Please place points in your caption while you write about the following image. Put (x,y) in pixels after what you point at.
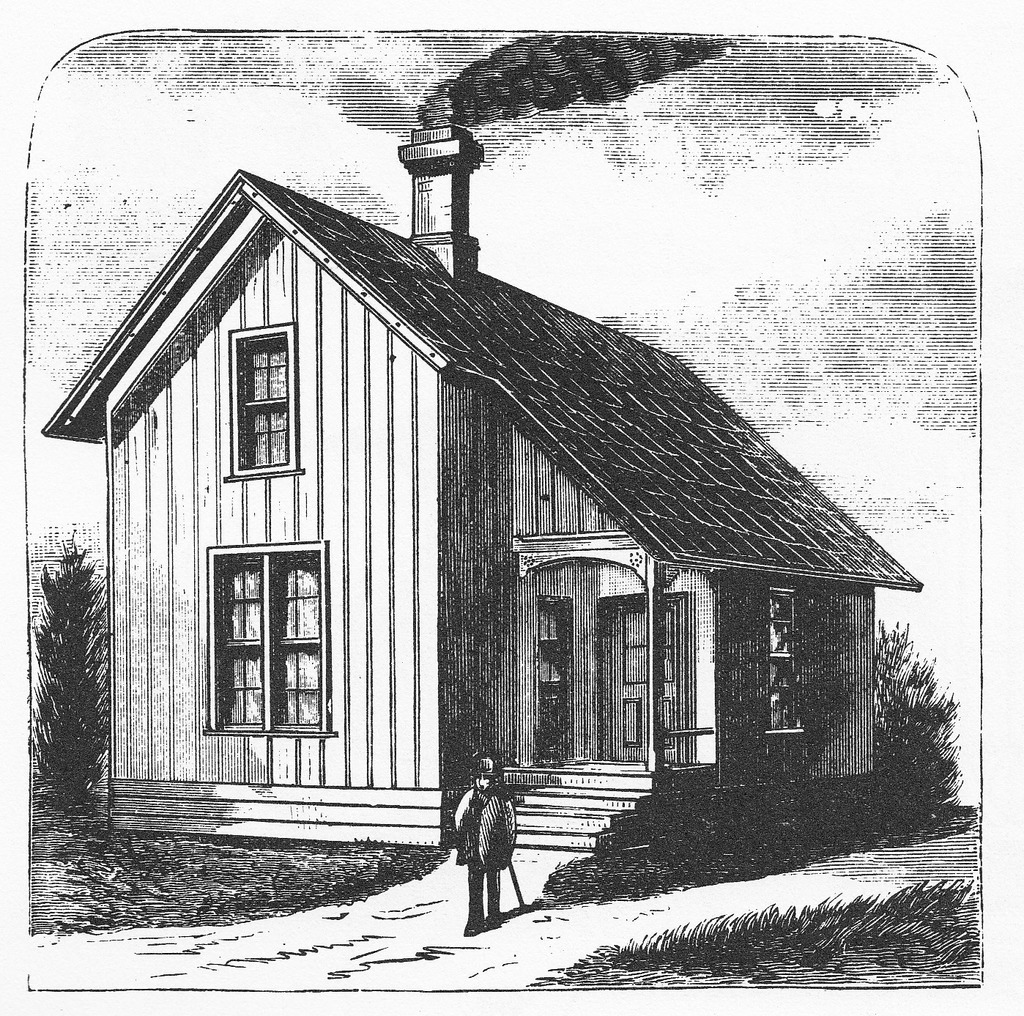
In this image we can see drawings (530,626) of a person (462,822), house (278,495), doors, windows (272,399), plants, smoke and clouds (333,100) in the sky (287,64).
